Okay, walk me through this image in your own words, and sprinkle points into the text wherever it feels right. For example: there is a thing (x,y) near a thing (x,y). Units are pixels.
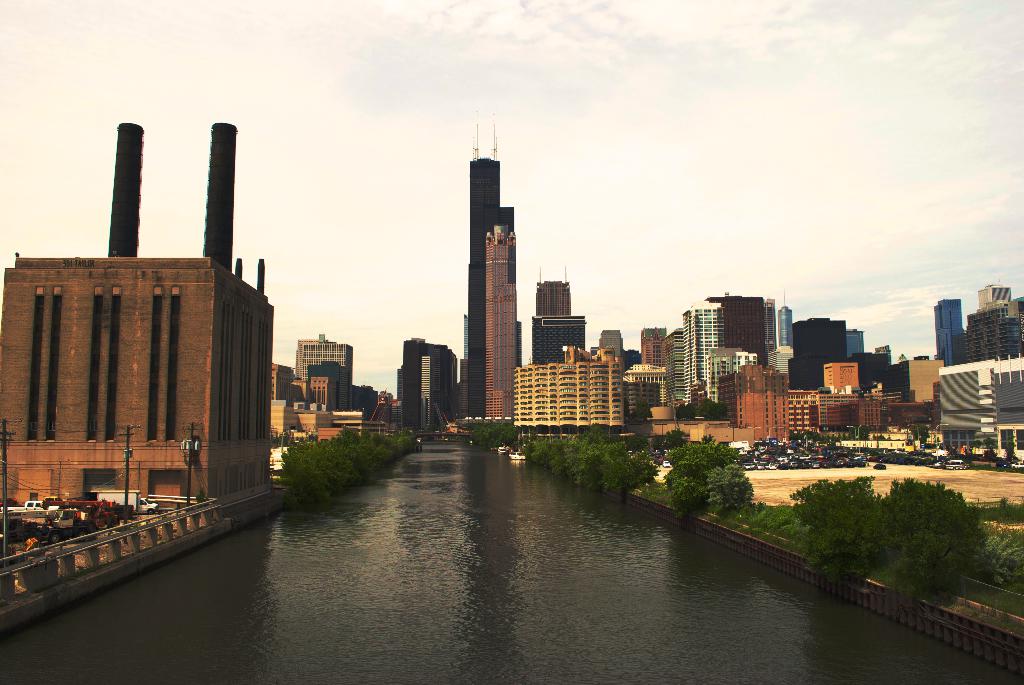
In this image there are buildings (28,491), vehicles (47,523), fencing (4,583) and poles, trees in the left corner (37,504). There is water (331,659) at the bottom (443,487). There are trees (296,493) and buildings (486,193) in the background (353,416). There are vehicles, buildings (665,419) in the right corner (686,366). And there is a sky (472,133) at the top (786,189).
